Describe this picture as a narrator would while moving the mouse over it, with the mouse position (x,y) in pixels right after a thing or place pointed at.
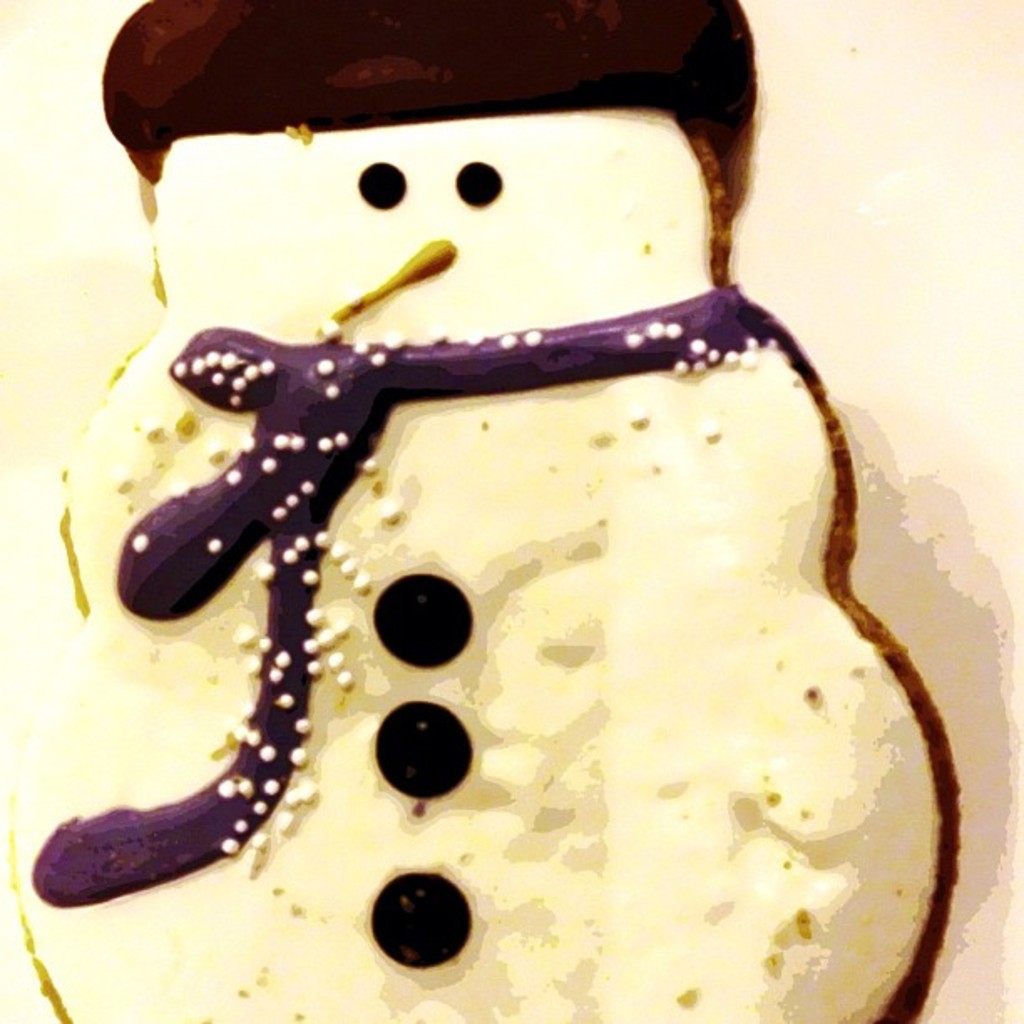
Here we can see a cookie (363,575) in the shape of snowman (591,649).
